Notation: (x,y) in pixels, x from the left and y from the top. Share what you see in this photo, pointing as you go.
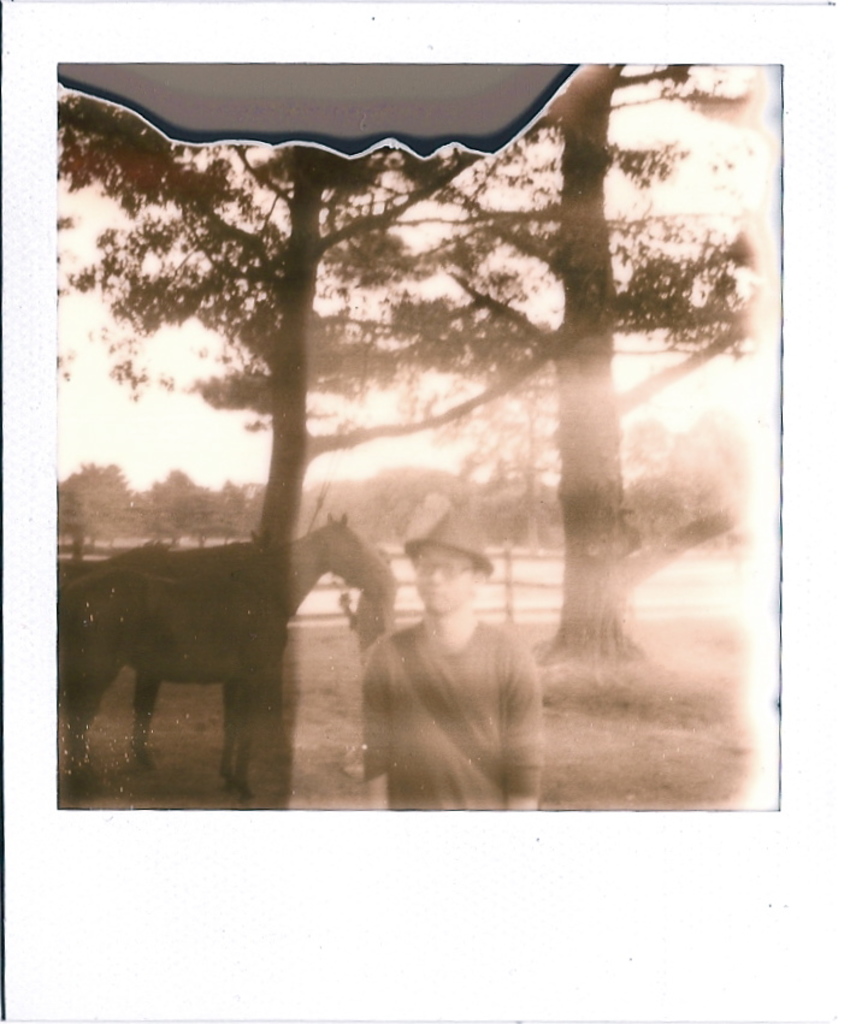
In this image, we can see a man (451,690) and a horse (178,595). In the background (240,381), there are trees (499,432).
